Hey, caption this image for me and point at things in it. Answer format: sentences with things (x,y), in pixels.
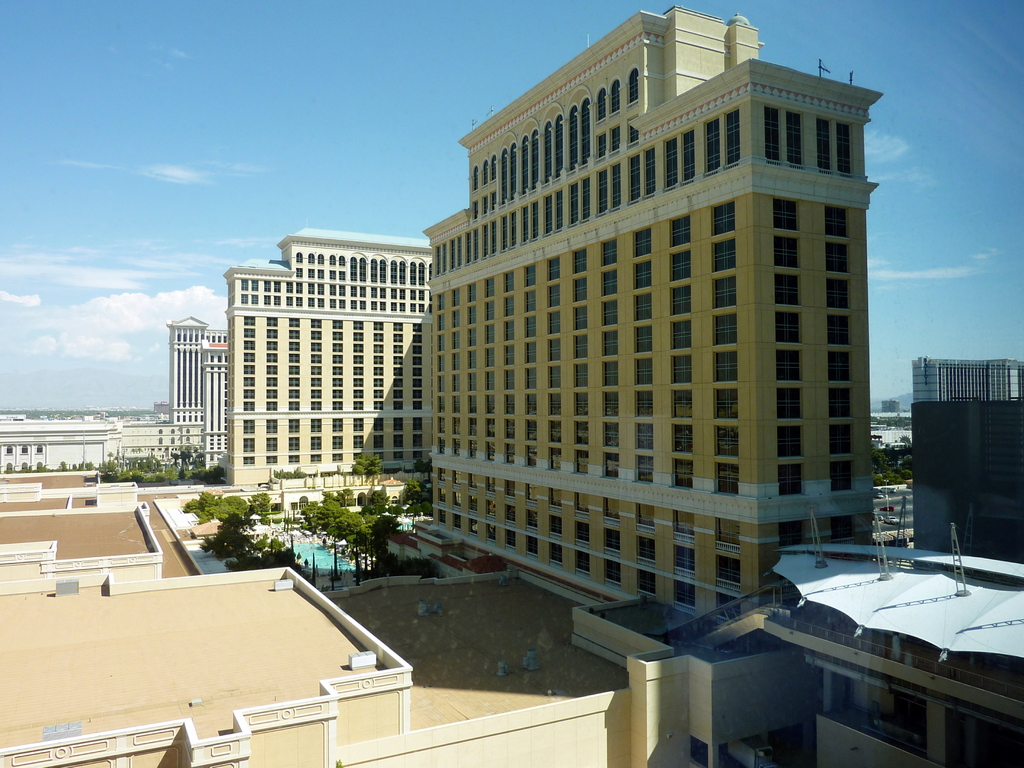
In this image there are buildings (82,511). In the center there is a swimming pool (316,557). There are trees (251,547) around the pool (302,556). At the top (311,77) there is the sky (905,25).
